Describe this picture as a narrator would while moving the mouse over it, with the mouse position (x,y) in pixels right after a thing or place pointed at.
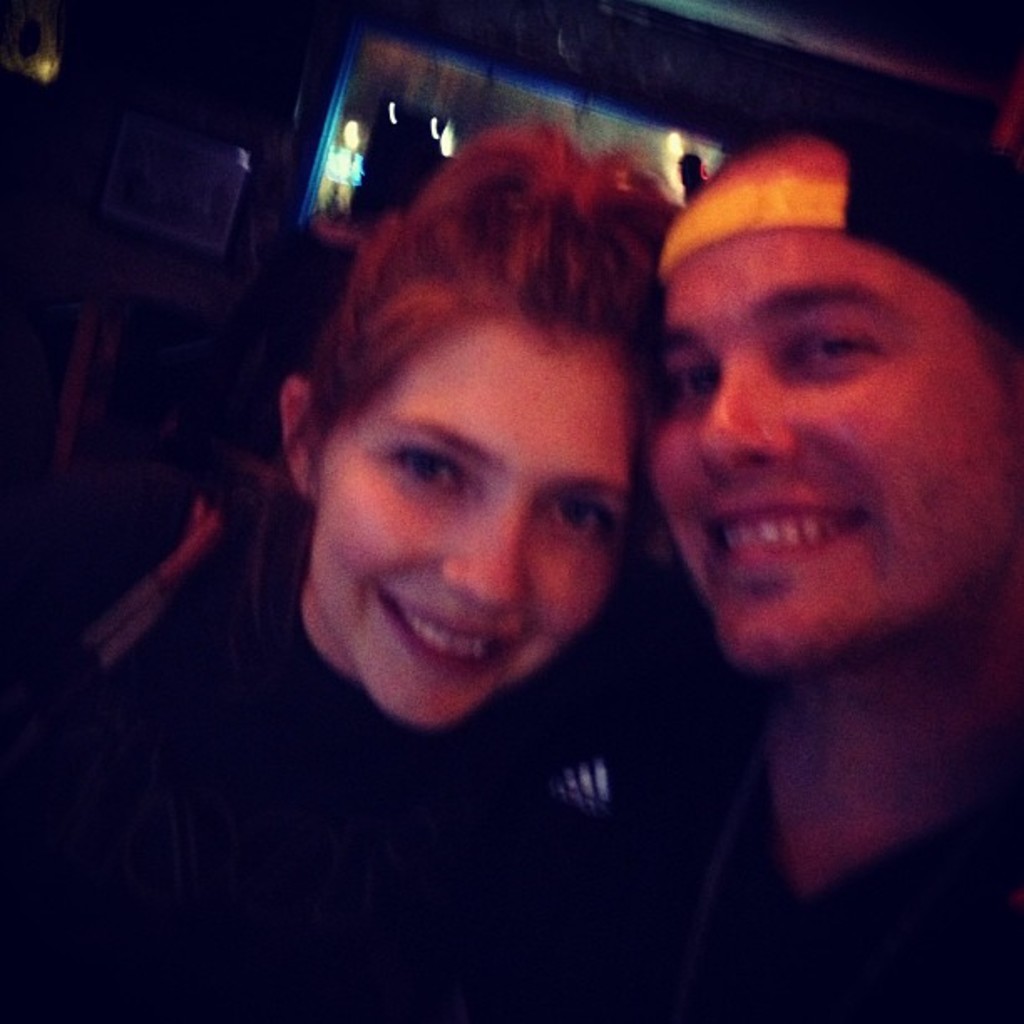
In the picture I can see a man (849,662) and a woman (521,656) are smiling. The background of the image (293,140) is blurred and dark.
